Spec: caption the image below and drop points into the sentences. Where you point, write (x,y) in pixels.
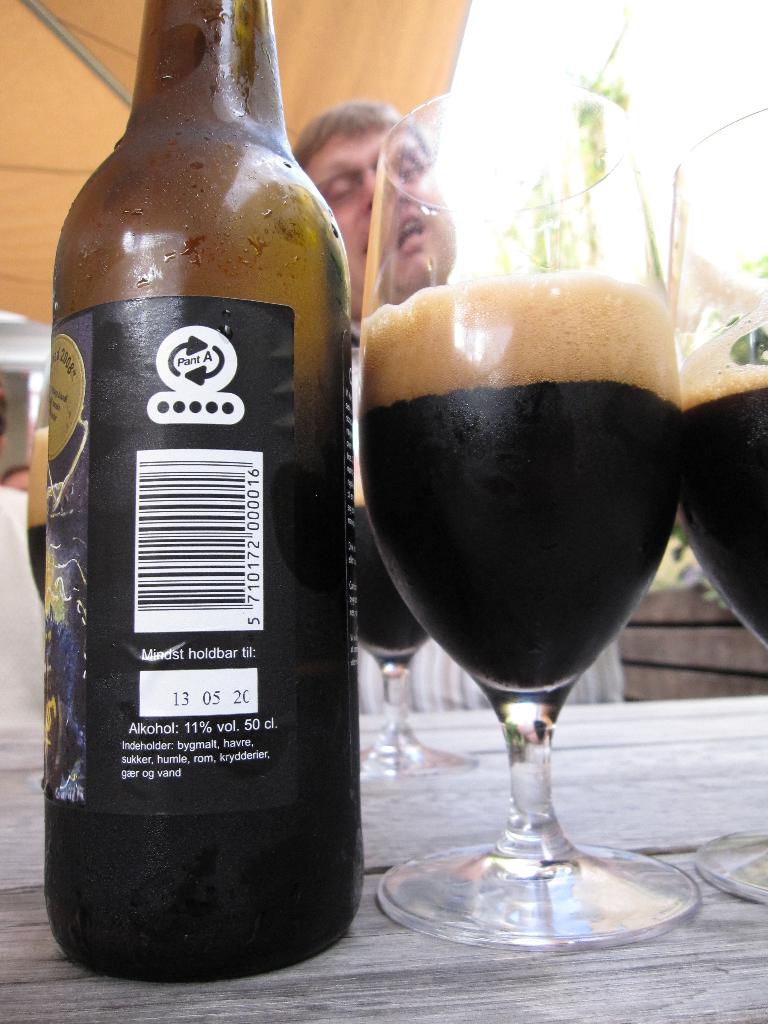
In this image I can see a bottle (134,484) and a glass (438,509) on the table (374,969).
